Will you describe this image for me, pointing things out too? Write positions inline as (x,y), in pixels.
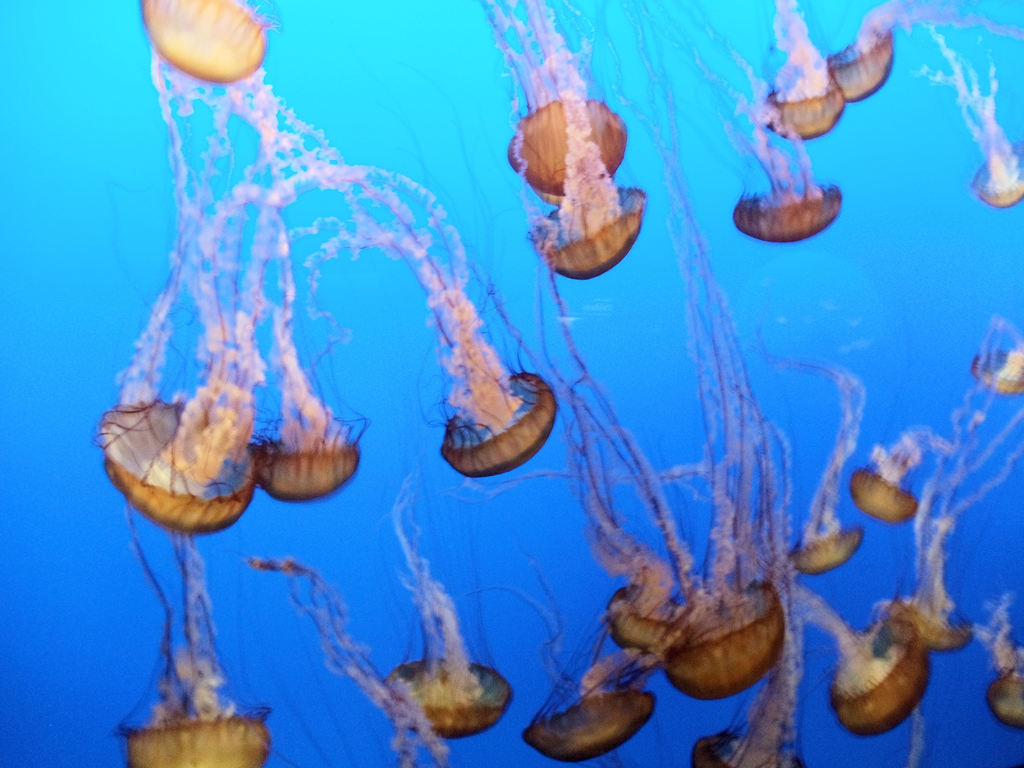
There are jellyfishes (680,611) in the water (262,603).
